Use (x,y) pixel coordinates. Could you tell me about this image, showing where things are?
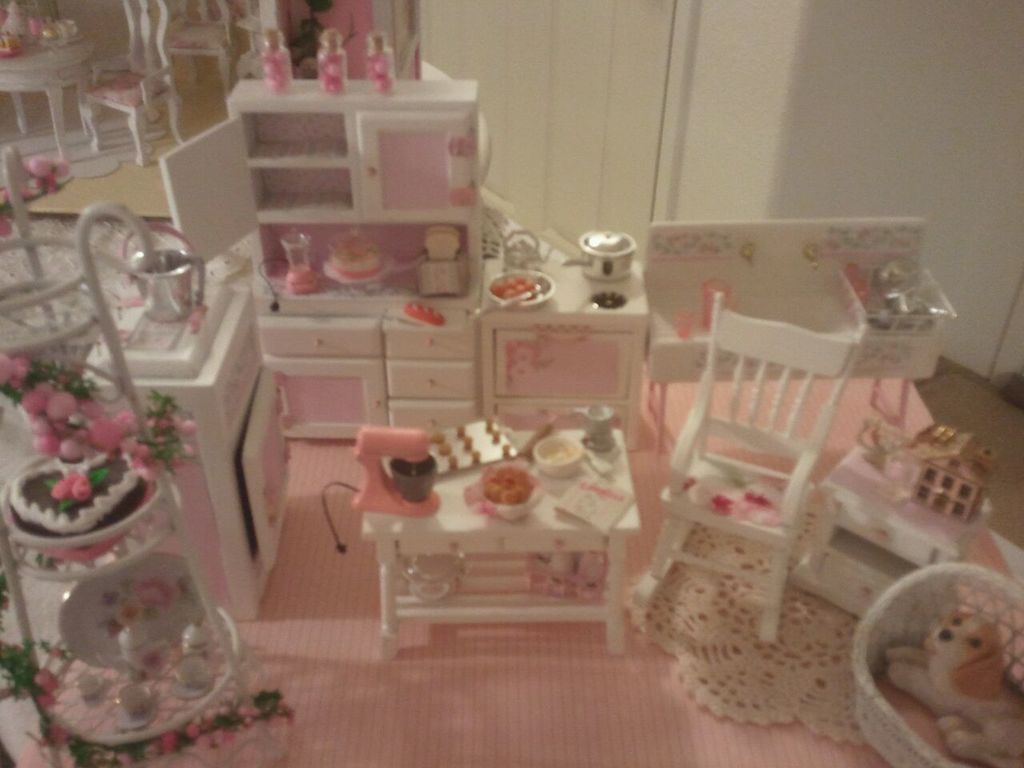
This picture is consists of a doll house (175,391) in the image, there are chairs (774,435) and showcase (313,316) and other items (246,384) in the image.
